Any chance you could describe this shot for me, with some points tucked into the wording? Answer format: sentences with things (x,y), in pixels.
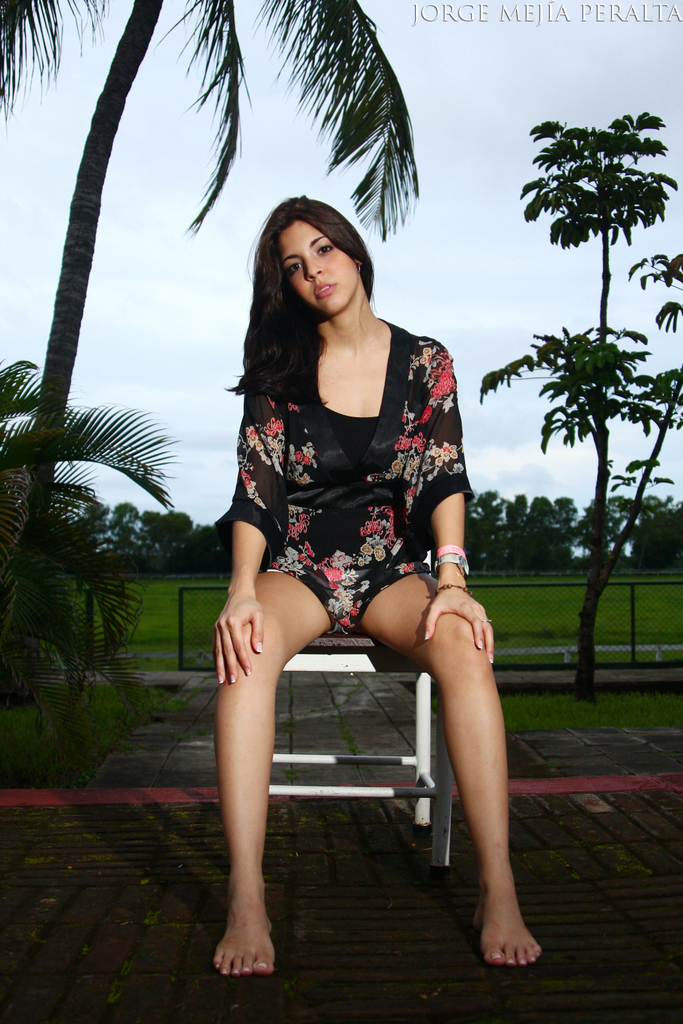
In this image I can see there is a woman (459,672) sitting on the chair (342,763) and there are few trees (47,694) in the backdrop (40,572), the sky (64,466) is cloudy and there is a watermark (503,7) at the top right of the image (673,16).
